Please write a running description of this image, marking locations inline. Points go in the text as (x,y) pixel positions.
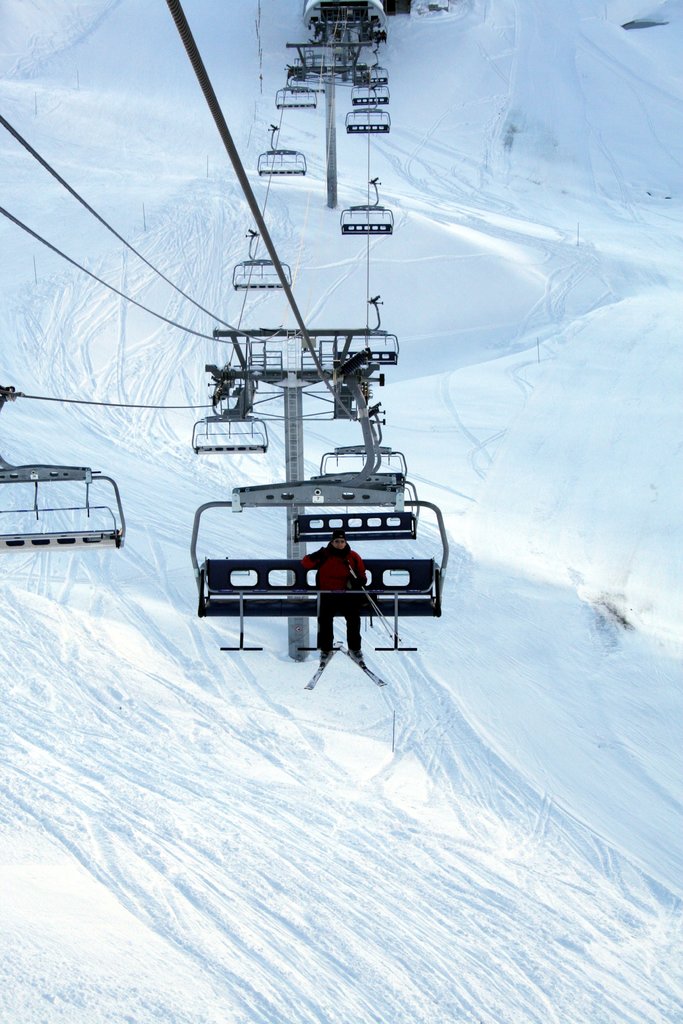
In this picture I can see snow (242,555), there is a ski-lift ropeway (322,459), there is a person (322,558) sitting on the ski-lift ropeway chair (299,576).
